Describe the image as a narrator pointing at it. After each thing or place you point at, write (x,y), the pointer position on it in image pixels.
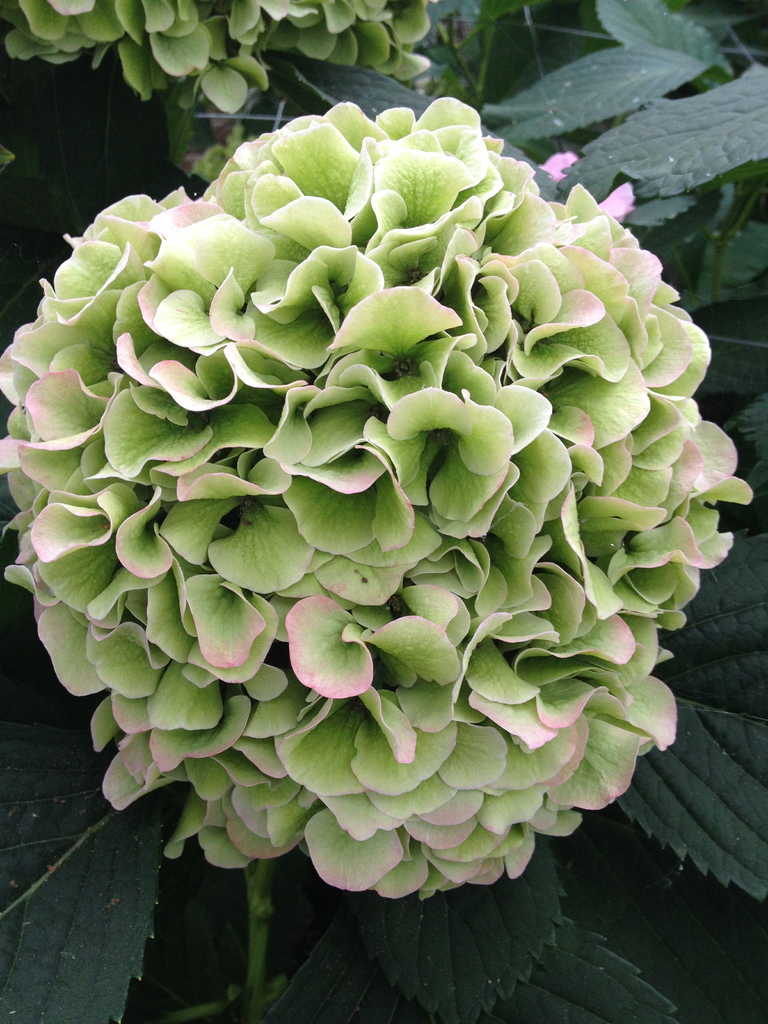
In this image there is a flower (275,507) in the middle (291,443). In the background (600,176) there are green leaves (600,112). At the bottom (525,989) there is a plant (254,983). At the top (186,46) there is another flower (107,13).
